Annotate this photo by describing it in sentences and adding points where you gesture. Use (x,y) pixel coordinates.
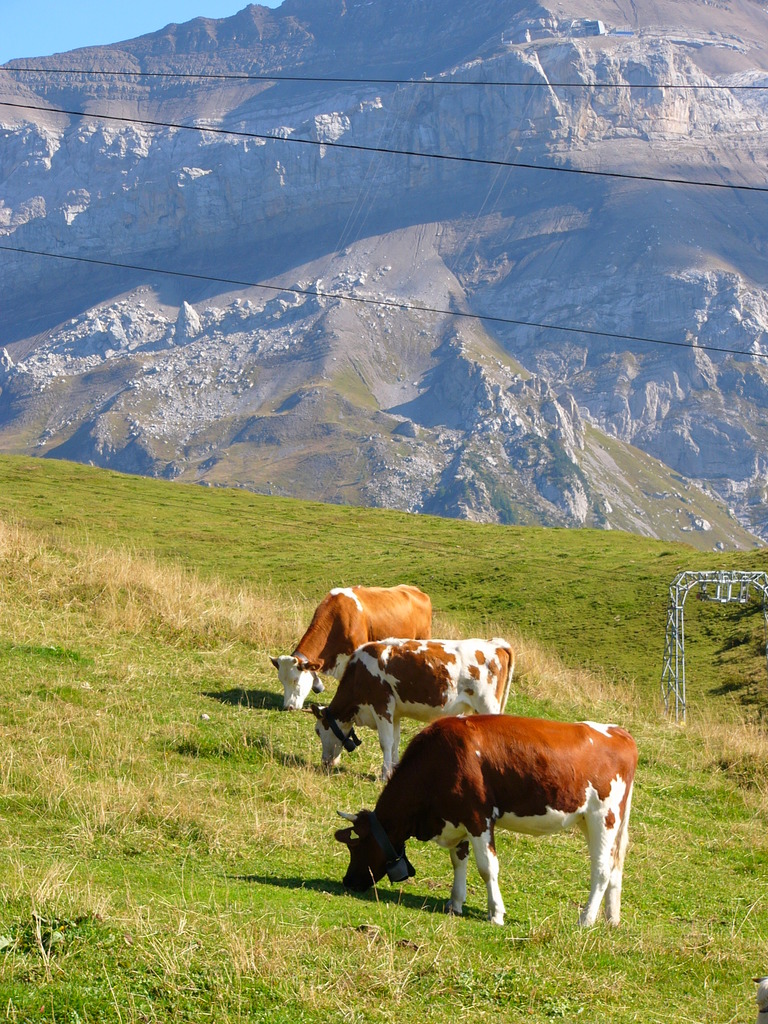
There are three cows (367,685) which are eating the grass (268,809). In the background (418,383) there are hills (383,326) on which there are stones (203,315). At the top (363,205) there are wires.
